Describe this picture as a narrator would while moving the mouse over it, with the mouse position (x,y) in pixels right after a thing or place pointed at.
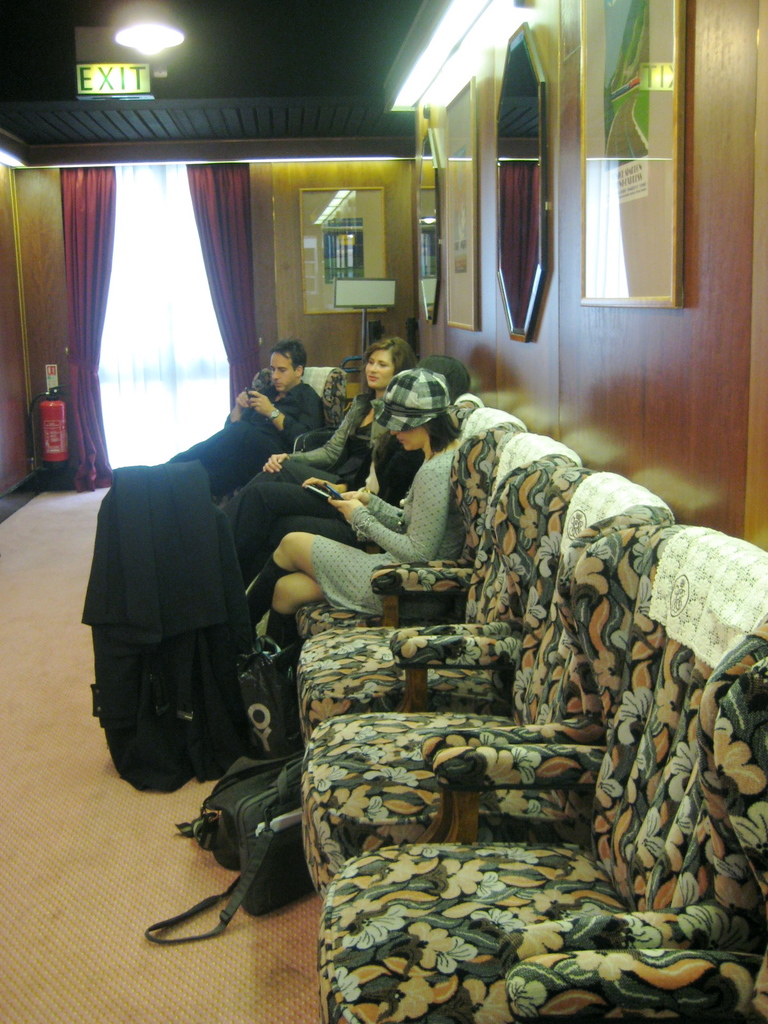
In this image, In the right side (569,989) there are some chairs (660,807) which are in green color and there are some people (430,480) sitting on the chairs (522,548) and there is a wall (625,383) which is in brown color and in the left side (86,241) there is a red color curtain (86,251).
